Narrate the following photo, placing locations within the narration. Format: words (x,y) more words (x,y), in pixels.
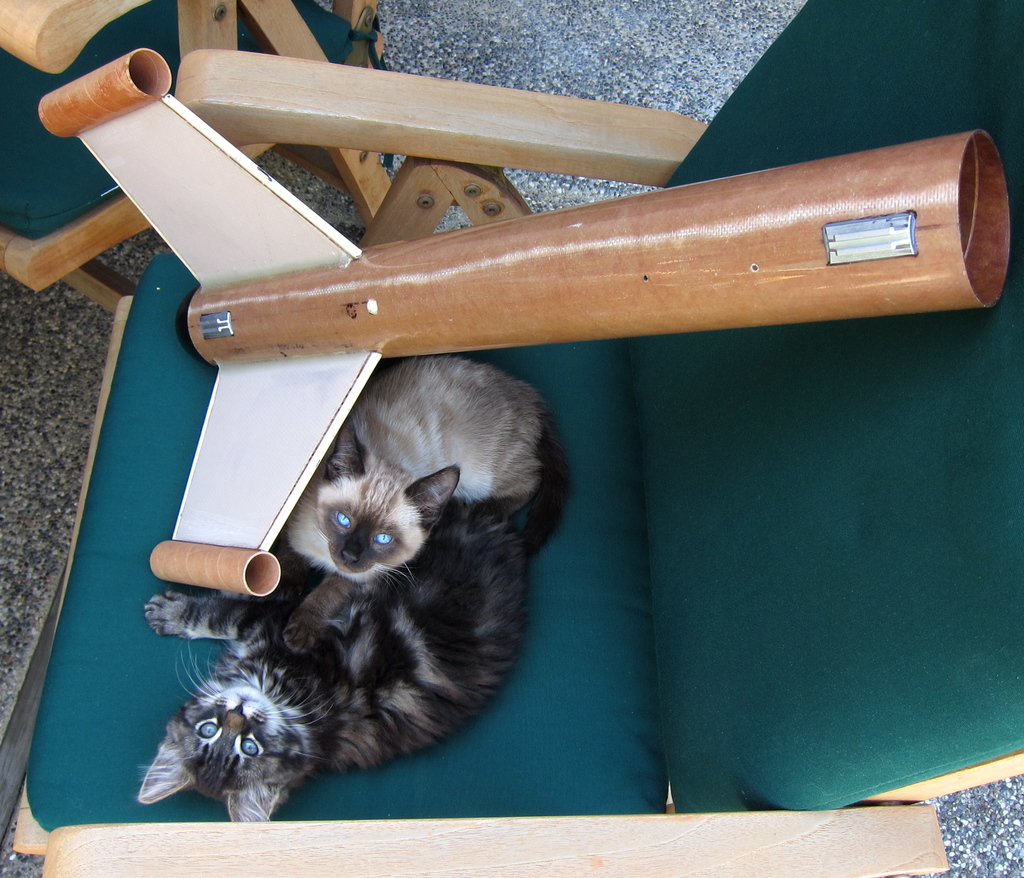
In the picture we can see a chair (115,482) on the floor (655,23), which is green in color on it, we can see two cats (484,419) and a pole (222,301) with two shafts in it and beside the chair (789,435) we can see another chair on the floor (638,54).
